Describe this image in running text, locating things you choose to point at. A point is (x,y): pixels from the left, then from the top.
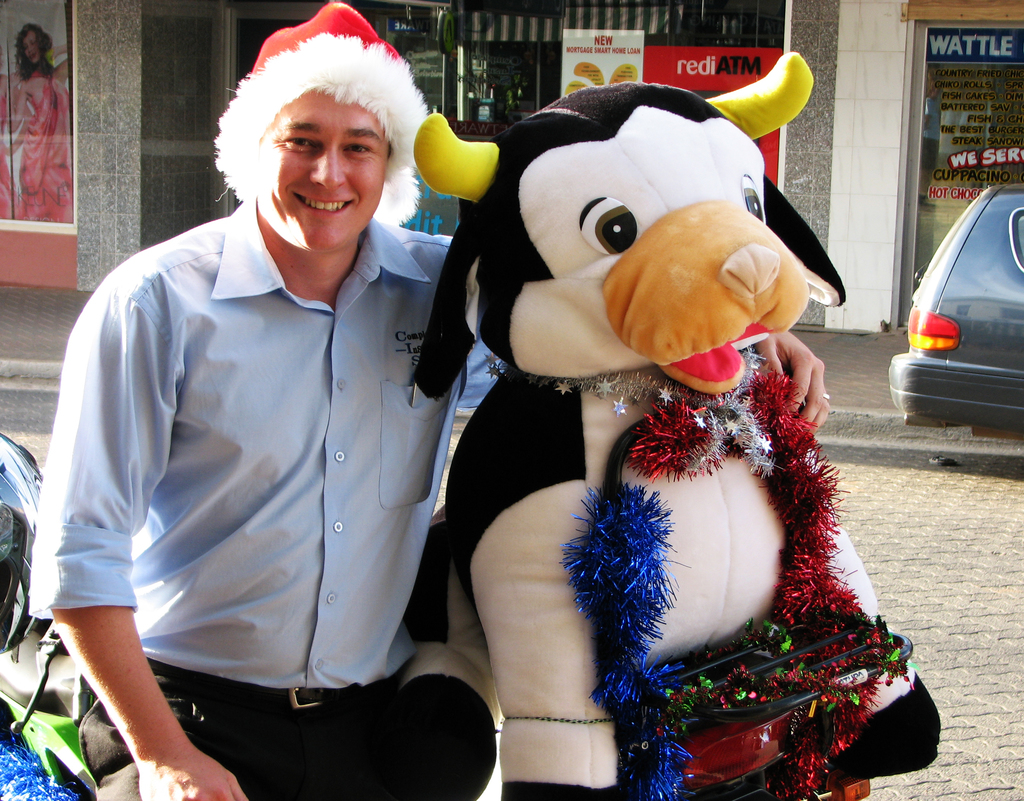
In this image I can see a person (322,364) wearing red and white color cap (320,42). I can see a different costume (665,489). Back I can see few stores (895,75) and vehicles (939,277) on the road (918,579).
